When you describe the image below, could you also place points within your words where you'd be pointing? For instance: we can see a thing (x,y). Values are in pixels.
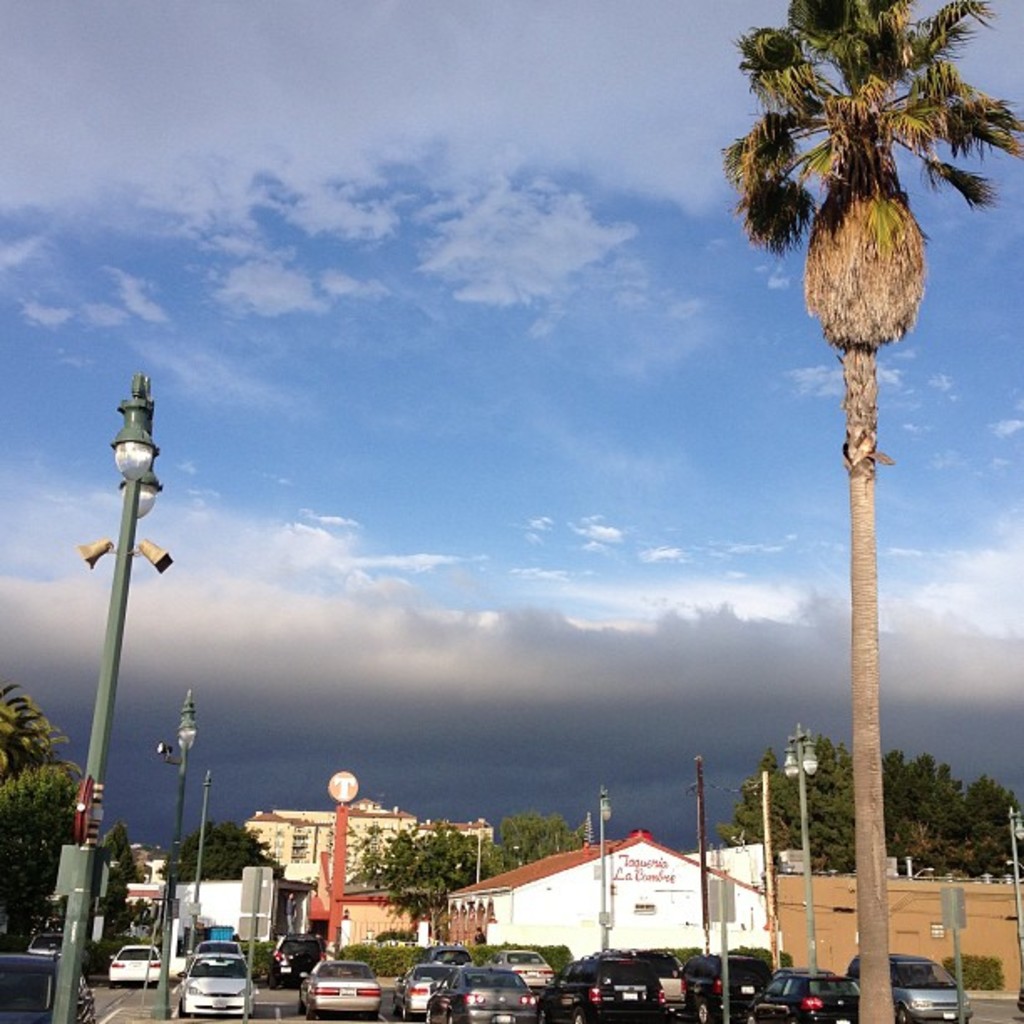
In the image we can see there are many vehicles (620,1007) on the road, there are even buildings (592,912) and trees (489,846). We can see light poles (803,763), trees (62,832) and the sky (495,518).
